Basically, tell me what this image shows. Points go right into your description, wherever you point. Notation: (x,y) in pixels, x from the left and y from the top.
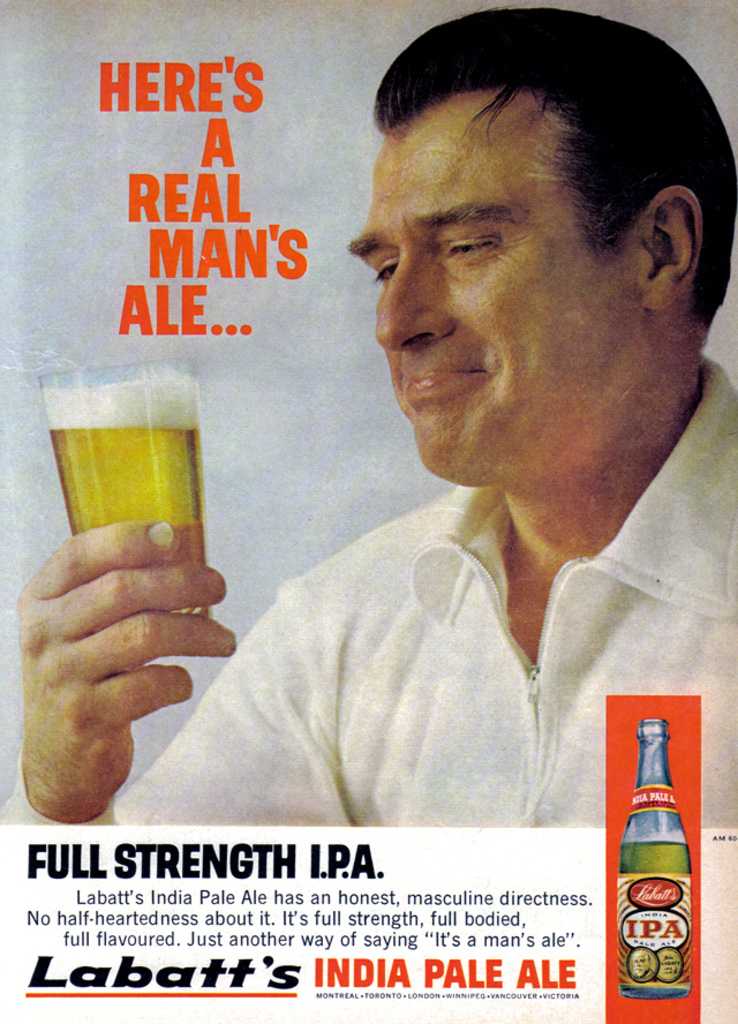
In the image I can see poster (374,615) in which there is the picture (369,437) of a person (321,604) who is holding the glass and also I can see something written on it.
